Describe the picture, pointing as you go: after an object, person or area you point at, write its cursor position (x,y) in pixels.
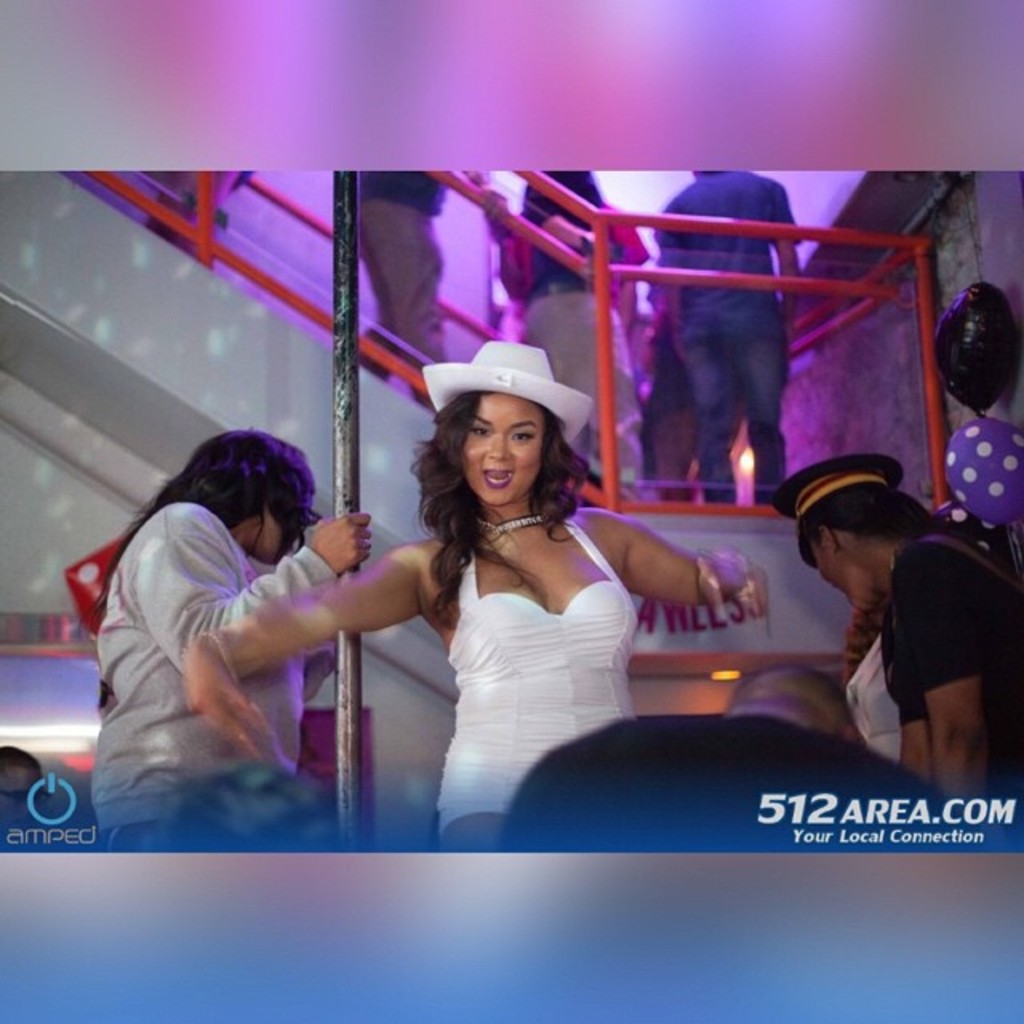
In this picture we can see a woman (449,656) wearing white top (550,667) is dancing in the front (480,656). Behind there is a steps (126,280) with red color railing pipes (869,239).
